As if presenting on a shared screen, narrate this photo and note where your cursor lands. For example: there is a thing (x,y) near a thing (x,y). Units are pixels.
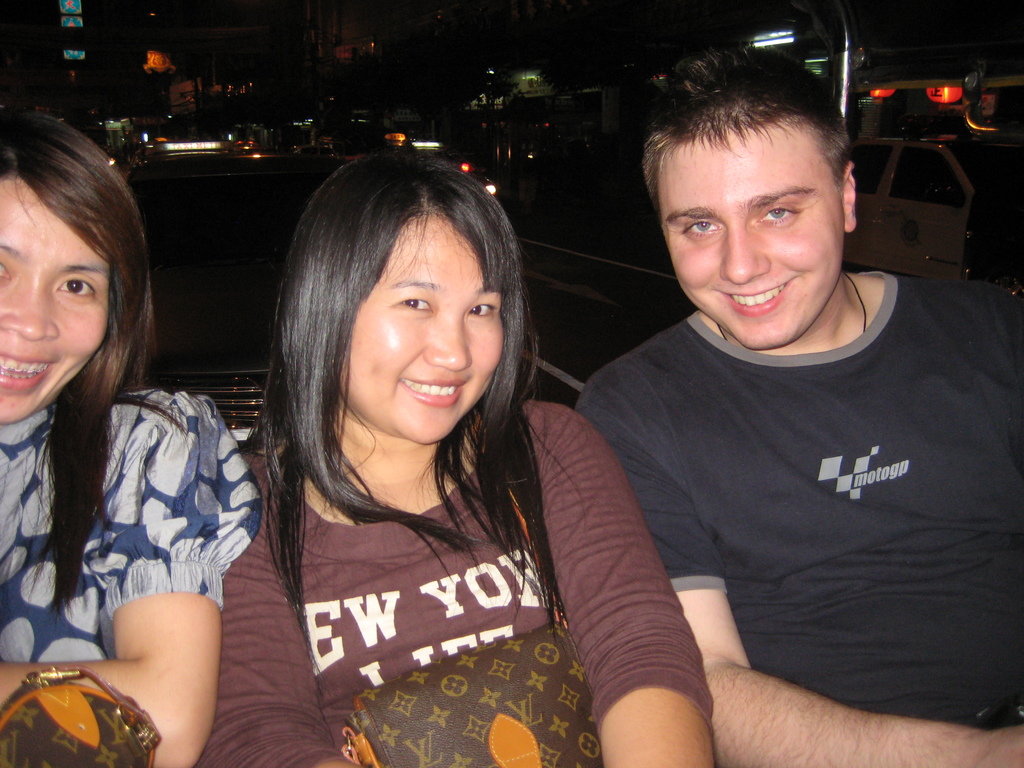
In front of the picture, we see two women (453,588) and the man (657,464) are sitting. They are smiling and they might be posing for the photo. Behind them, we see the car (907,190) is moving on the road (608,239). In the background (200,88), we see the buildings (410,99) and the lights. This picture is clicked in the dark. This picture might be clicked in the city.
